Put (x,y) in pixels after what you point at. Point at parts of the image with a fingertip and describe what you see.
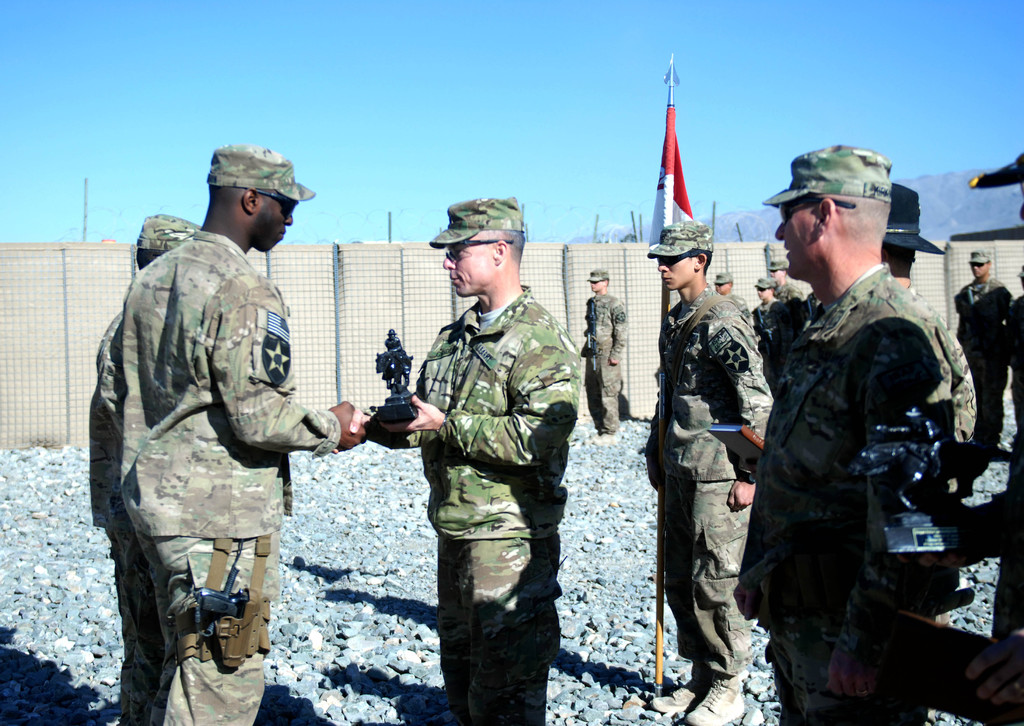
In this image we can see many people (701,457) wearing caps (508,228) and goggles (670,261). One person (483,371) is holding something in the hand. Another person (697,402) is holding a flag (671,179). On the ground (425,576) there are stones (616,620). In the back (364,324) there is a fencing (428,298), sky (731,179) and hill (957,183).
